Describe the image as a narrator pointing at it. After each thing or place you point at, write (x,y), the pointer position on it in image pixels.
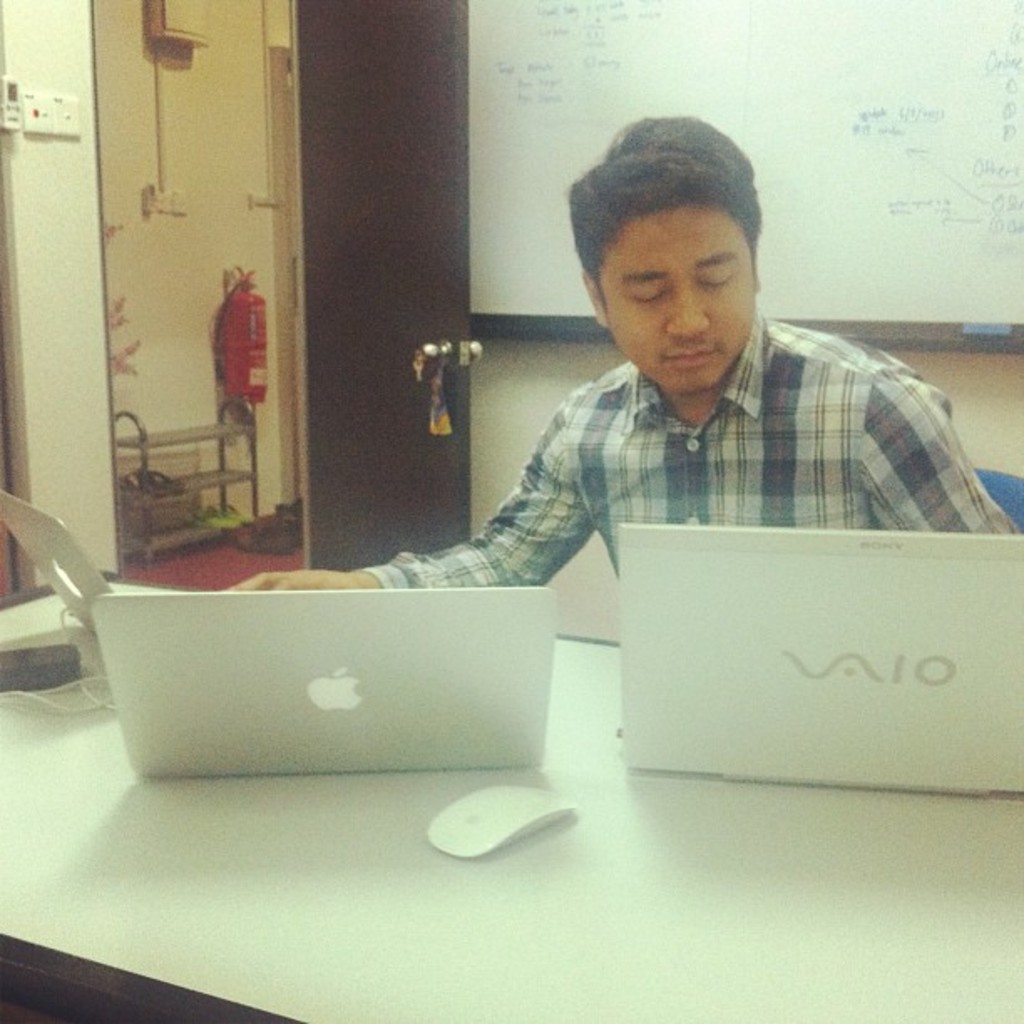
There is a room (106,535). He is sitting in a chair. He is looking into his laptop (672,752). We can see in the background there is a door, board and fire extinguisher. There is a table (570,736). there is a laptop (433,680) on a table (32,708).
